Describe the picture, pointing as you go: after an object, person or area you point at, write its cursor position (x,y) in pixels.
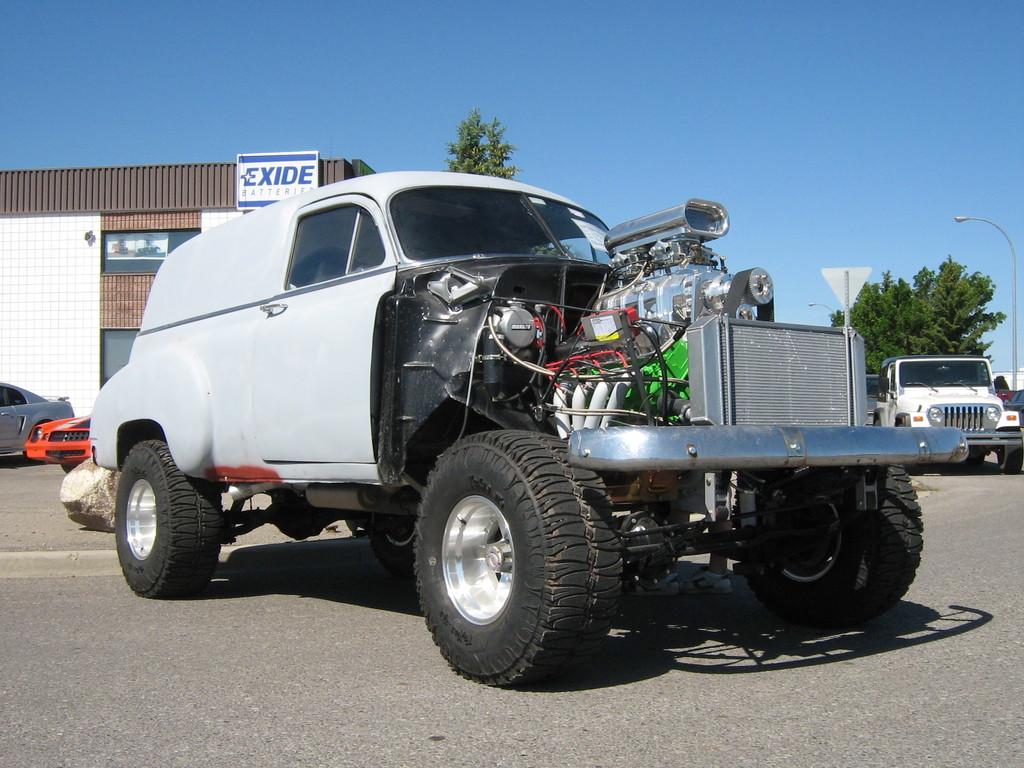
In the picture we can see a car (833,594) with a turbo tire (757,578) and an engine (751,281) which is opened and without a part of it and behind it, we can see some cars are parked and behind it also we can see a garage building (113,247) with a name EXIDE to it and near to it we can see a jeep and a pole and some pole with light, tree (943,300) and behind it we can see a sky (762,120).
